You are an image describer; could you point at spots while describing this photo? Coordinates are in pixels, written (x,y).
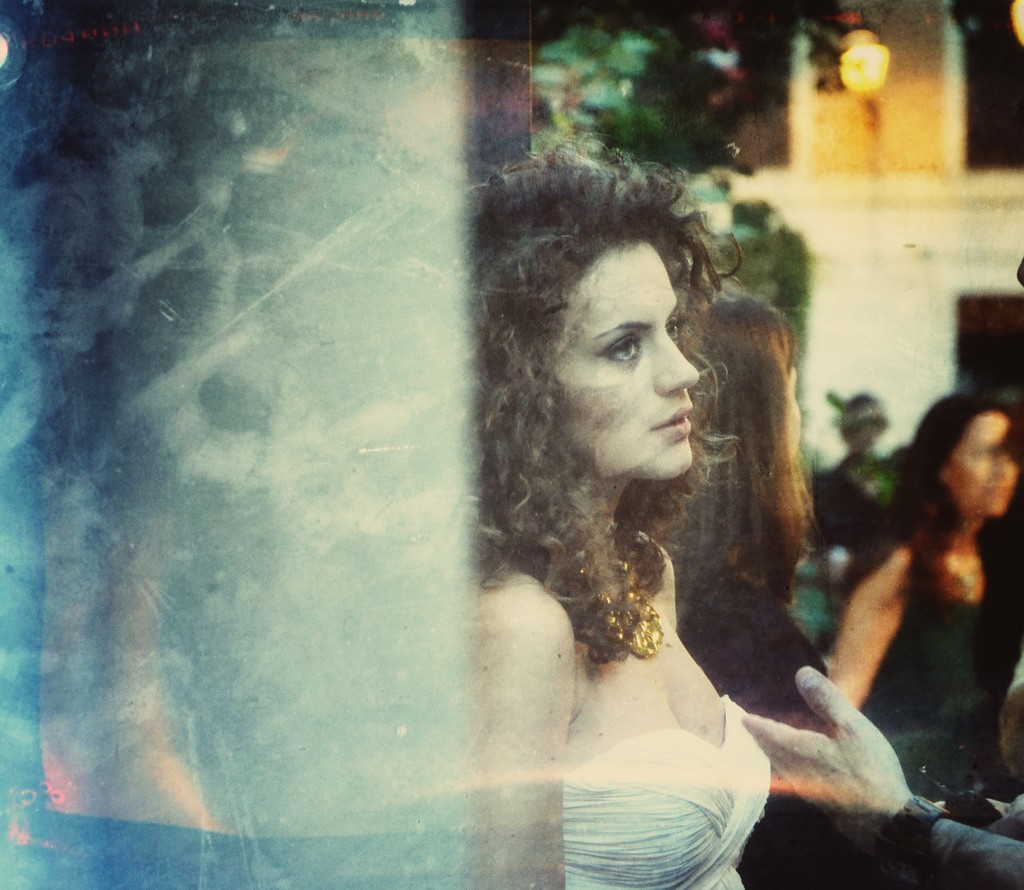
Here in this picture, in the front (666,437) we can see a woman (595,490) standing over a place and beside her also we can see other women (920,535) in blurry manner and we can see plants (593,108) and trees (583,116) and a building (990,94) with windows (1007,87) also in blurry manner.
